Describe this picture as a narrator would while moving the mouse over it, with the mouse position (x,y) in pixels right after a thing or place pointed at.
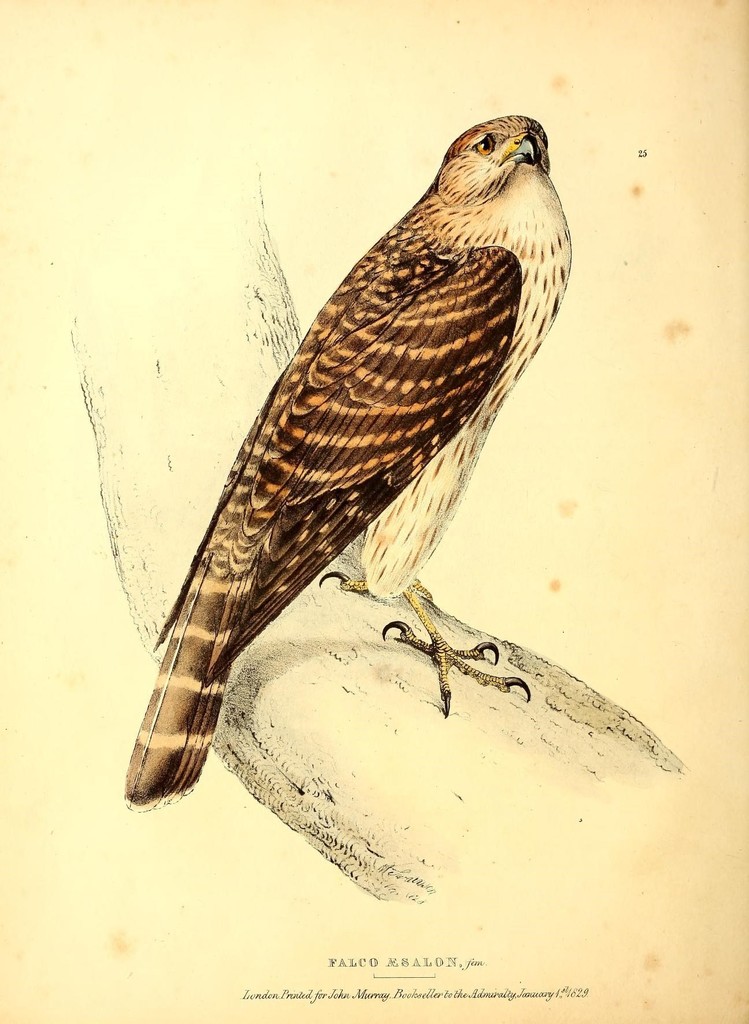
In this picture there is a poster (599,50). In the center (334,421) there is a bird (457,452) which is standing on the tree branch (591,742). At the bottom (379,979) there is a quotation (570,993).
